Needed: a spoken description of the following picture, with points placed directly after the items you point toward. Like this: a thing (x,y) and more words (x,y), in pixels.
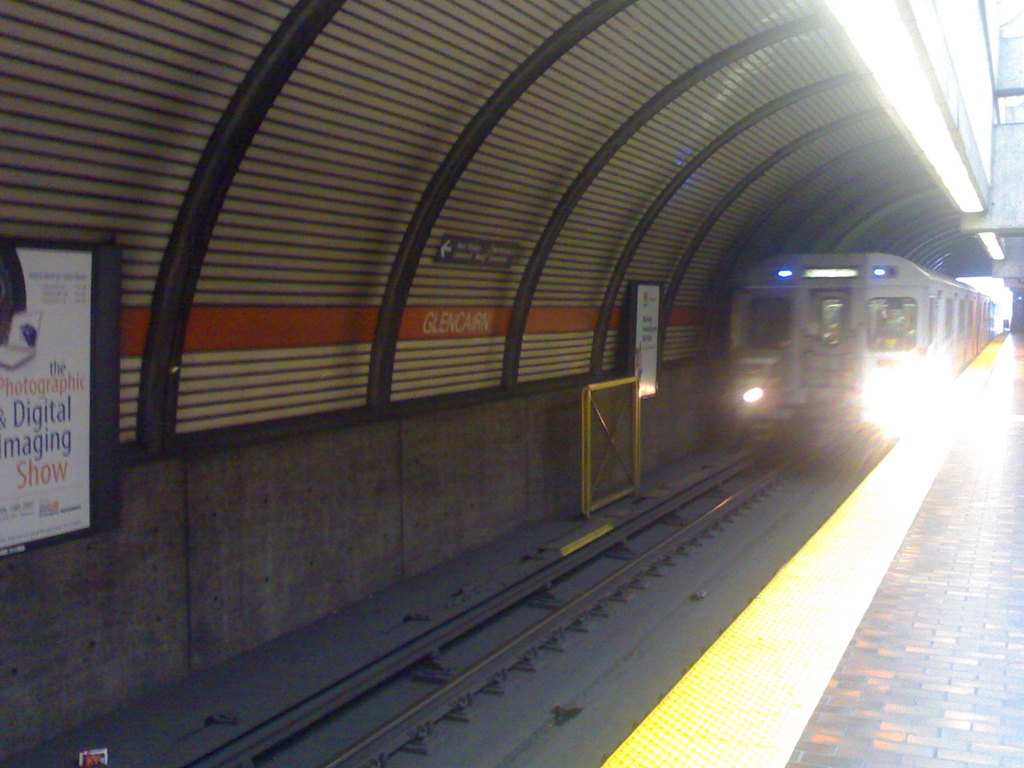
In this image we can see a train (848,349) is on the railway track (545,608). Right side of the image (932,595) platform (928,573) is present. Left side of the image (61,390) one banner (27,420) is there and shelter (473,80) is present.
